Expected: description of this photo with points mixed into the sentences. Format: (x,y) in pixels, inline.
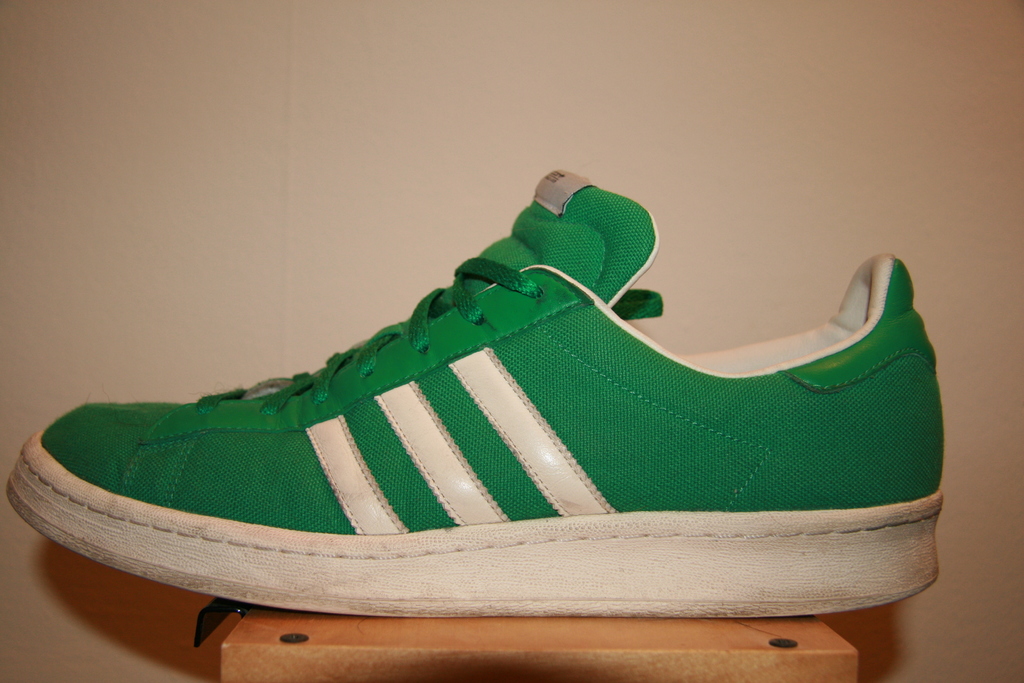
In this image there is a green color shoe (464,455) on the wooden block (423,630). In the background (452,145) there is a wall (403,121).
